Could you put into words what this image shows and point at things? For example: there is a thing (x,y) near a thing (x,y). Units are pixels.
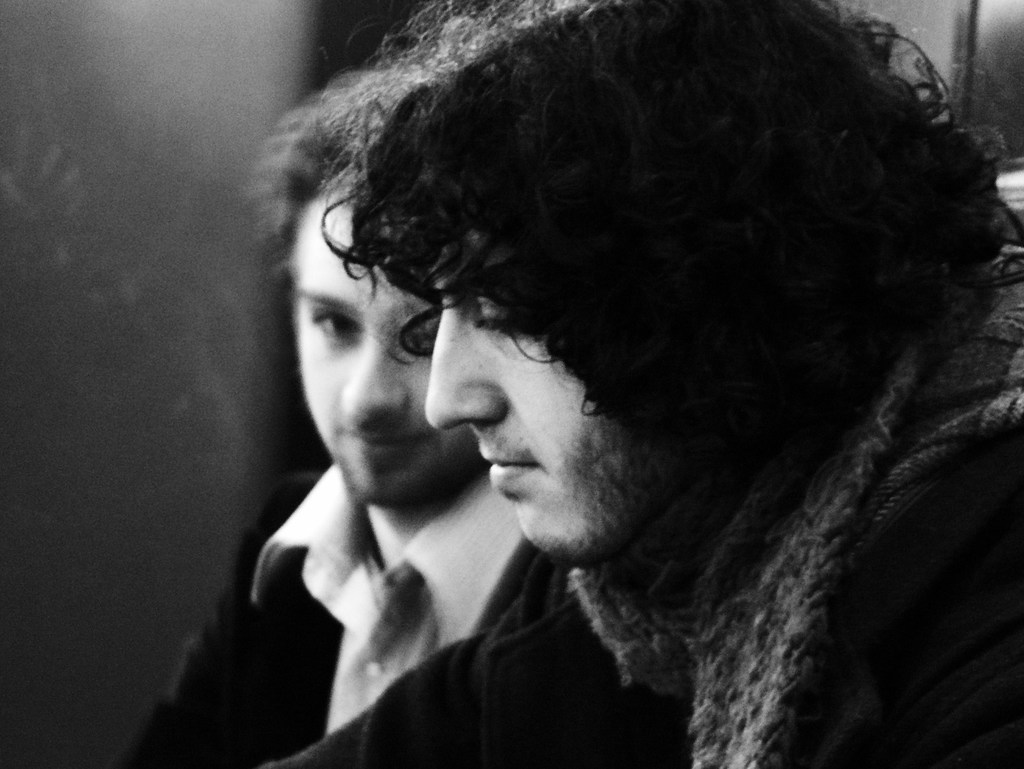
In the picture I can see two men (750,194). I can see a man (548,224) on the right side (896,543) wearing a black color jacket (918,646) and there is a scarf (894,421) on his neck (775,550). There is another man (380,427) on left side (255,559) wearing a shirt (467,577) and black color jacket (328,660).
